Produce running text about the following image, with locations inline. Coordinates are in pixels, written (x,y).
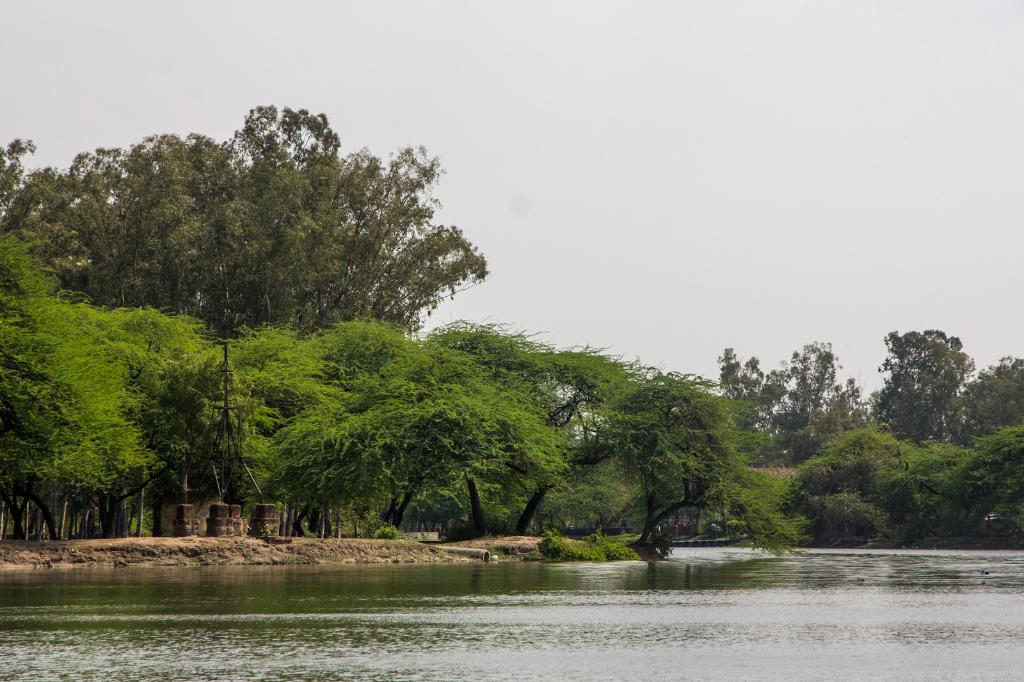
In this image at the bottom (746,648) there is a river (871,636) and in the background (446,396) there are some trees (398,492) and sand (365,543), and at the top of the image (606,134) there is sky (615,146).
